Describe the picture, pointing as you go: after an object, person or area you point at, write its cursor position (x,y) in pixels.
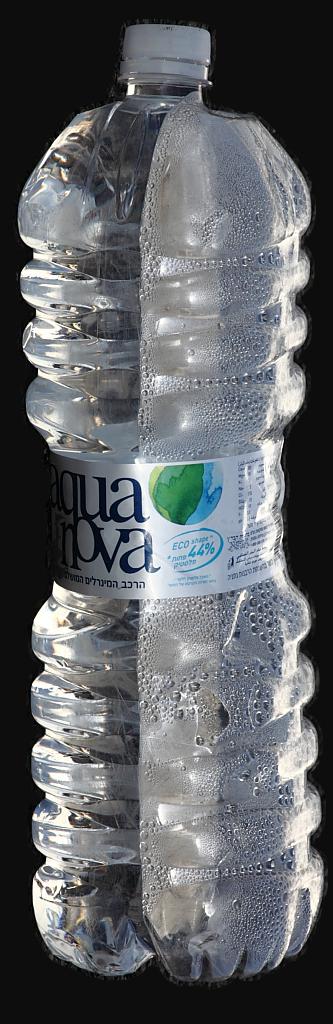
This picture is mainly highlighted with a water bottle (93,391) and a cap (160,57). Bottle (177,413) is transparent and we can see water (114,815).
